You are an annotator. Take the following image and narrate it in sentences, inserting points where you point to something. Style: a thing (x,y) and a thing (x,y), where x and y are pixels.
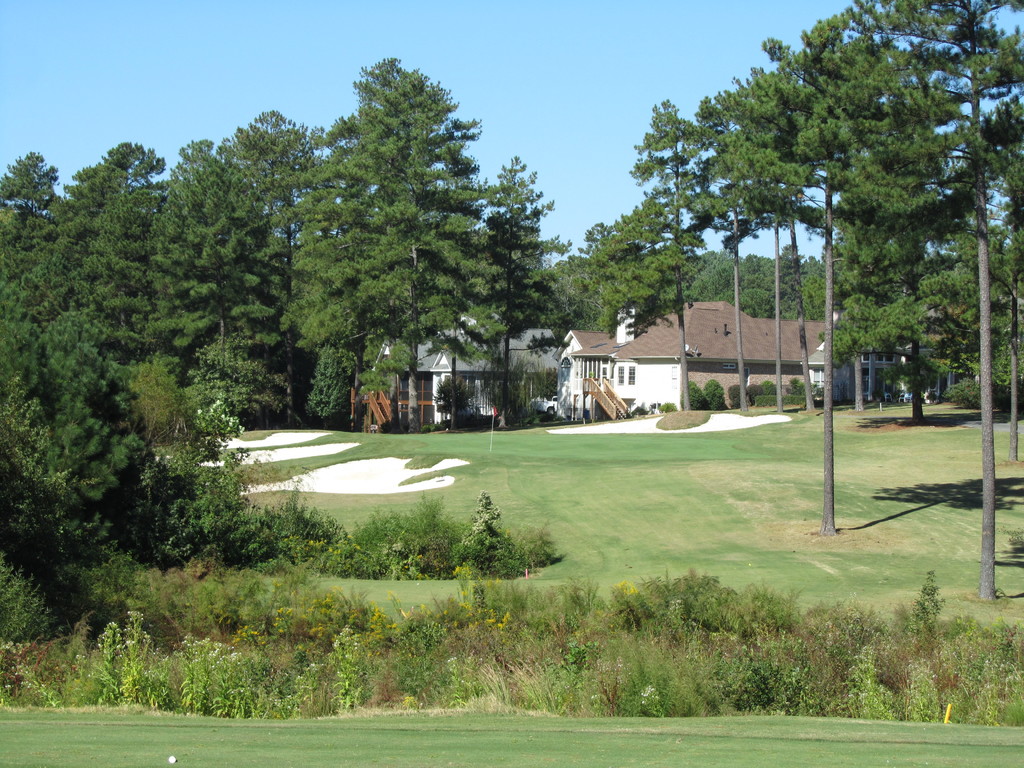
In the foreground of this image (750,587), at the bottom (362,740), there is grass (663,738) and plants (219,648). In the background (177,414), there are trees (195,495), grasslands (766,543), golf ground (391,475), buildings (605,338) and the sky (584,51).
